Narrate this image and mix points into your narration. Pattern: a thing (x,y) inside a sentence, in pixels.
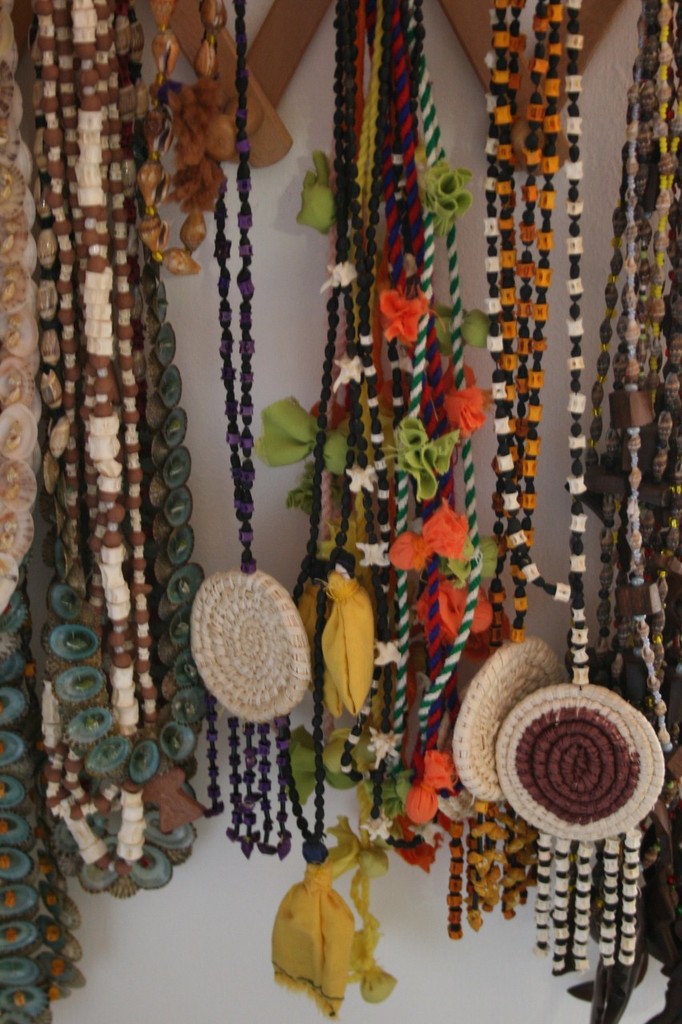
In this picture we can see decorative items (375,514) and there is a white background (141,969).
